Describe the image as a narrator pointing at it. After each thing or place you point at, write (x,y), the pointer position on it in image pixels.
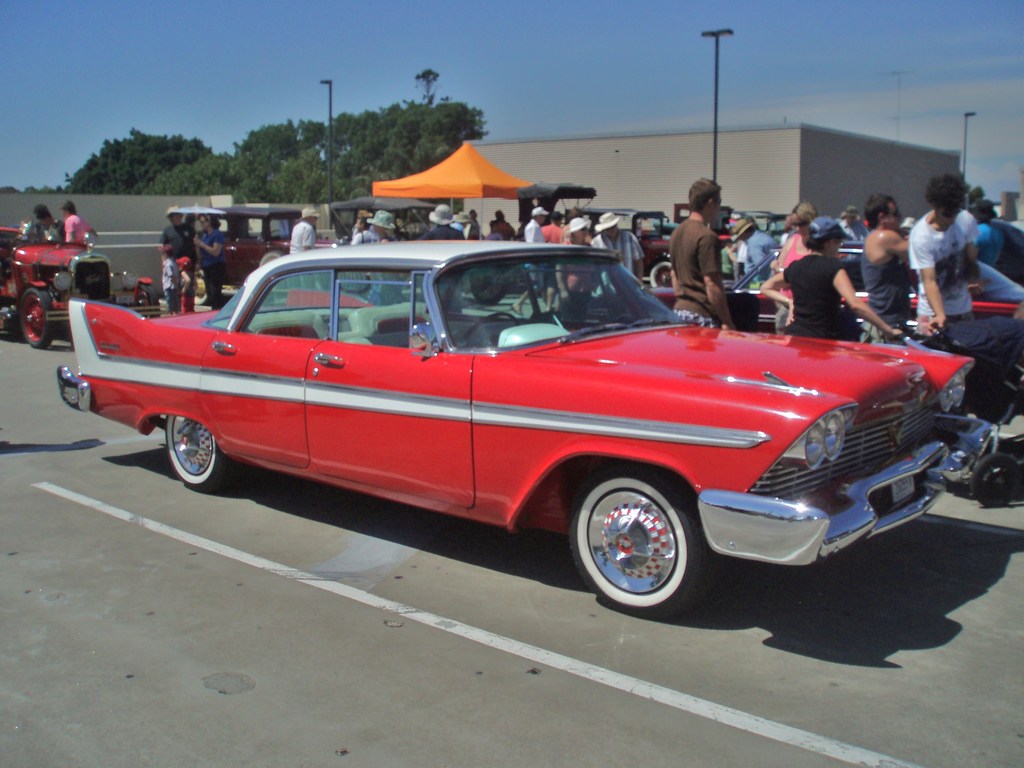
In this image I can see a red color car (527,251) visible on the road (201,554), beside the car (384,274) I can see there are group of persons (920,241), tents (520,192), poles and vehicles (76,243). In the middle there are trees (256,140) and building (629,146) visible, at the top (571,59) I can see the sky (512,56).
